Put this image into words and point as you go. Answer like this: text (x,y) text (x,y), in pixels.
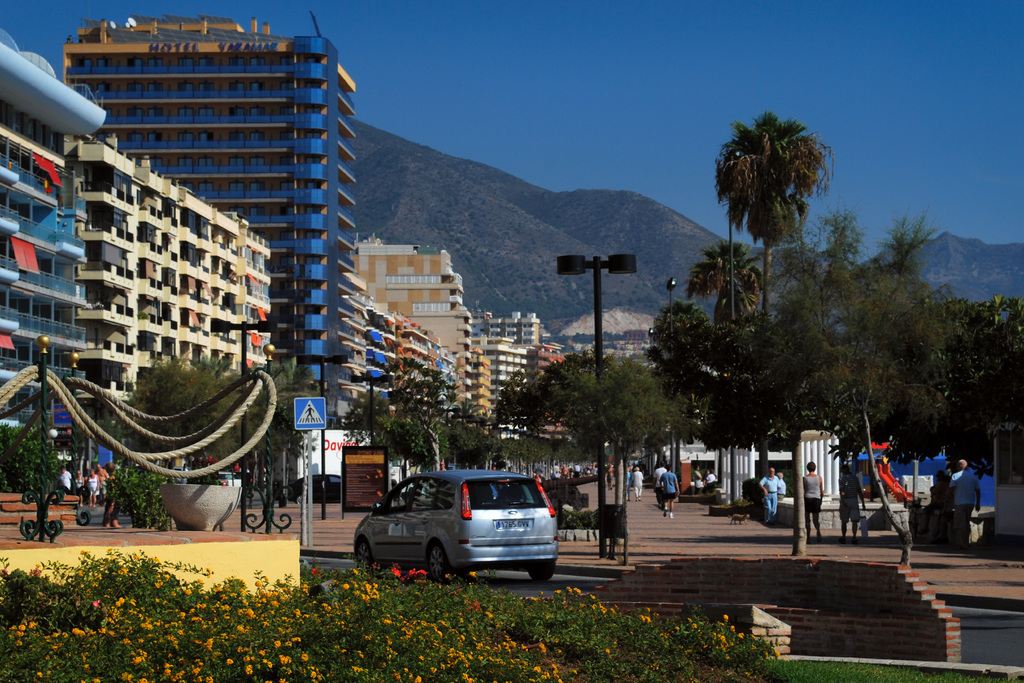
In this image there is a car (486,478) beside that there are so many plants (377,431) and also there are people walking on the road (950,560) at the left (278,189) there is a building (492,324) and at the right (787,178) there are trees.
